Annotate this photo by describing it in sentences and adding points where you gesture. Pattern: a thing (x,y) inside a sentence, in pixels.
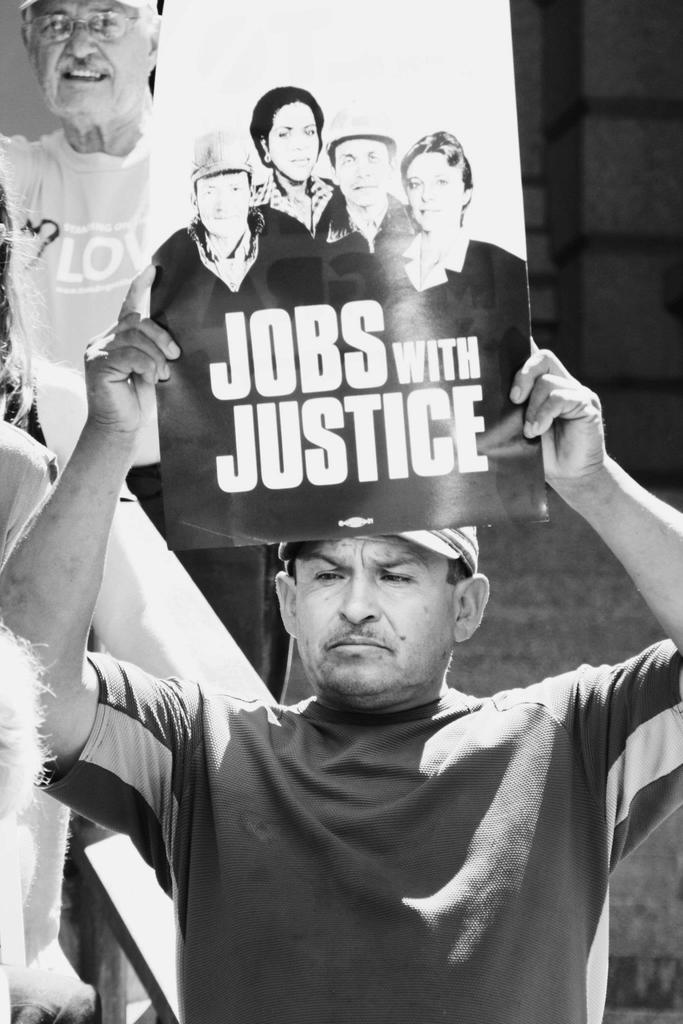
In this picture we can see a person (44,577) holding a poster (333,376) in his hand (586,435). Few people (59,76) are visible in the background (59,76).
